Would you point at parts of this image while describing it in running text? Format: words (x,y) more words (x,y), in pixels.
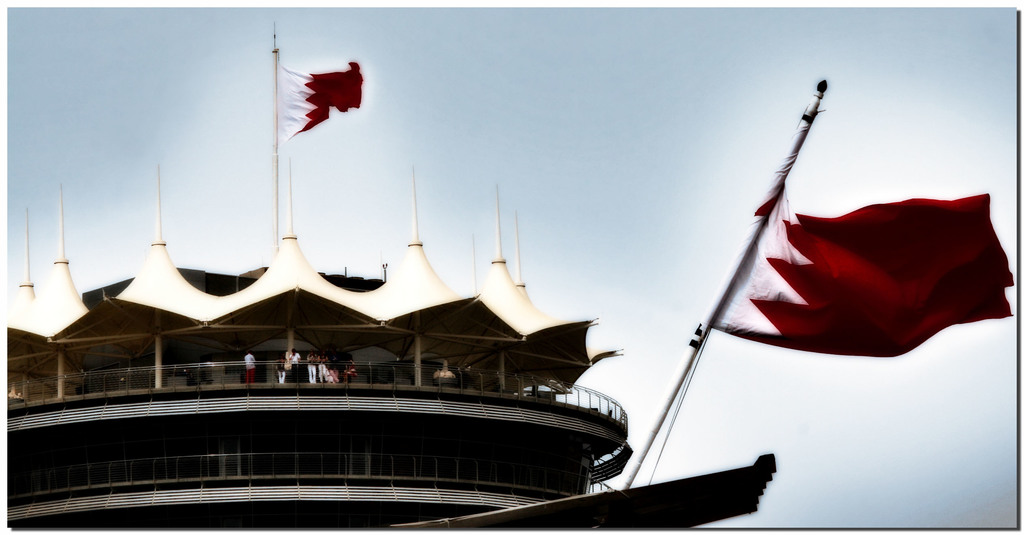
In this picture we can see few people (328,363) are standing on the building (325,389), and we can find few flags (833,268).
